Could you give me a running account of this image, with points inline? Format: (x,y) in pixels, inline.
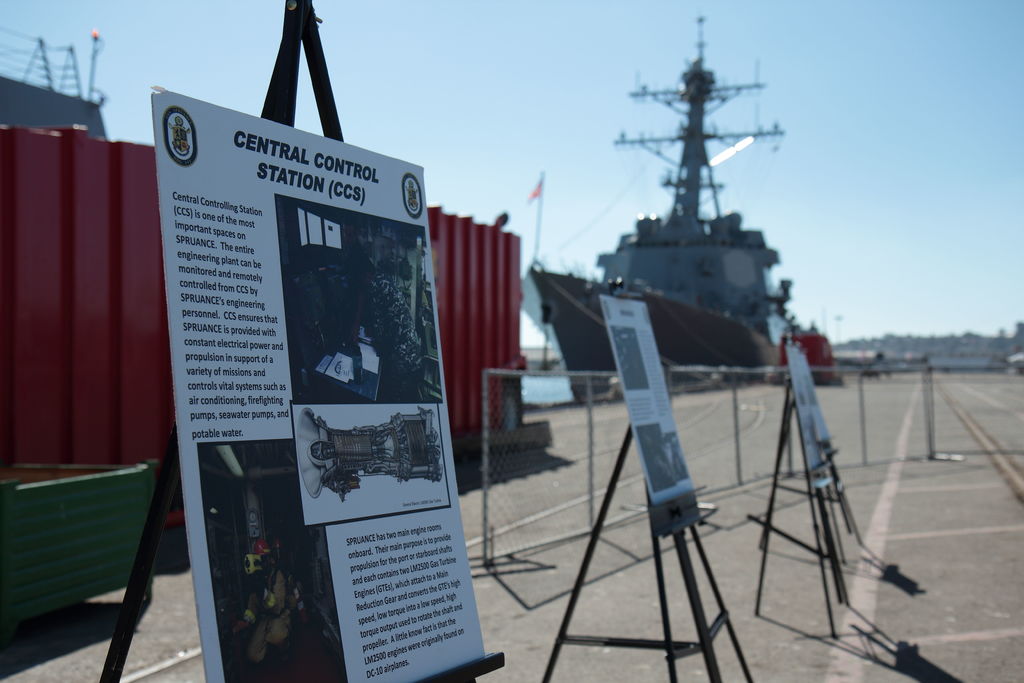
In the foreground of the image (693,507) we can boards (816,461) with some pictures (321,480) and text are placed on stands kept on the ground (955,593). In the center of the image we can see a fence (723,454). To the left side of the image (6,109) we can see a building (118,262) with poles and a container (76,499) placed on the ground (857,483). In the background (725,255), we can see a ship (697,305) placed in water (564,380) and the sky (908,226).
